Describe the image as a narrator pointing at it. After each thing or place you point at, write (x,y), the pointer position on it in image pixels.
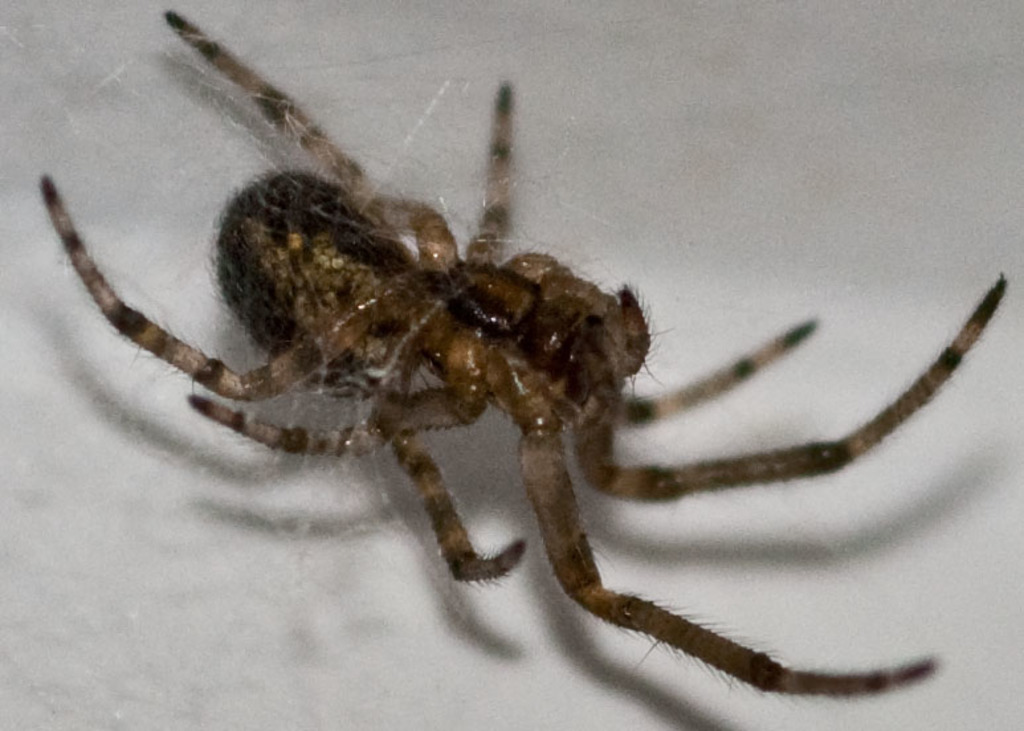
In this image I can see a spider (502,323) which is brown and black in color is attached to its web (355,232). I can see the white colored background (325,604).
